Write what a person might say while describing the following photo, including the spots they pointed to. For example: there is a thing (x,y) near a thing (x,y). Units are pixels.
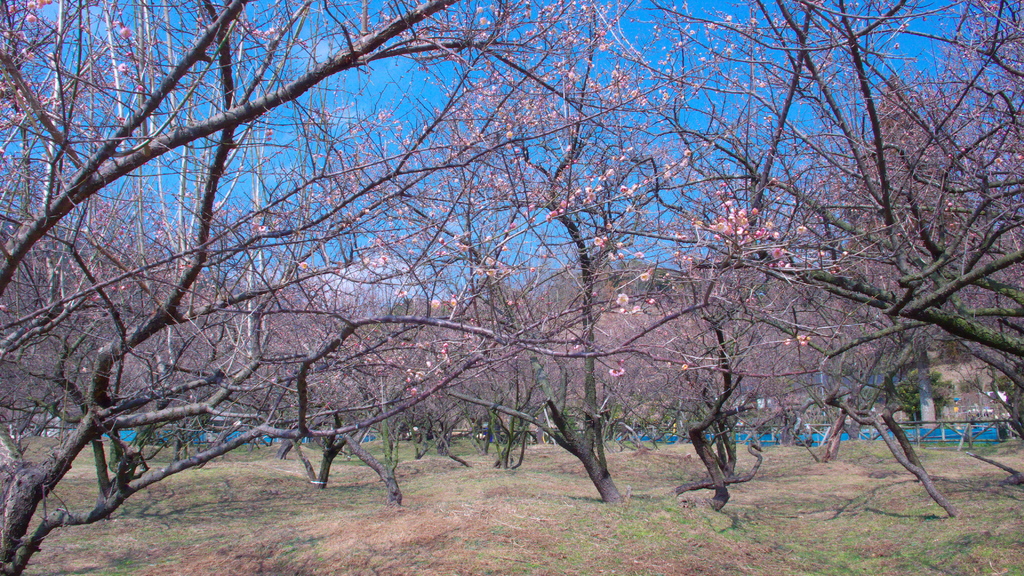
In this image there are trees (514,358) and there's grass (554,522) on the ground (506,511). In the background (125,435) there is an object (911,435) which is blue in colour and there is a pillar (929,418) and there is a fence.
